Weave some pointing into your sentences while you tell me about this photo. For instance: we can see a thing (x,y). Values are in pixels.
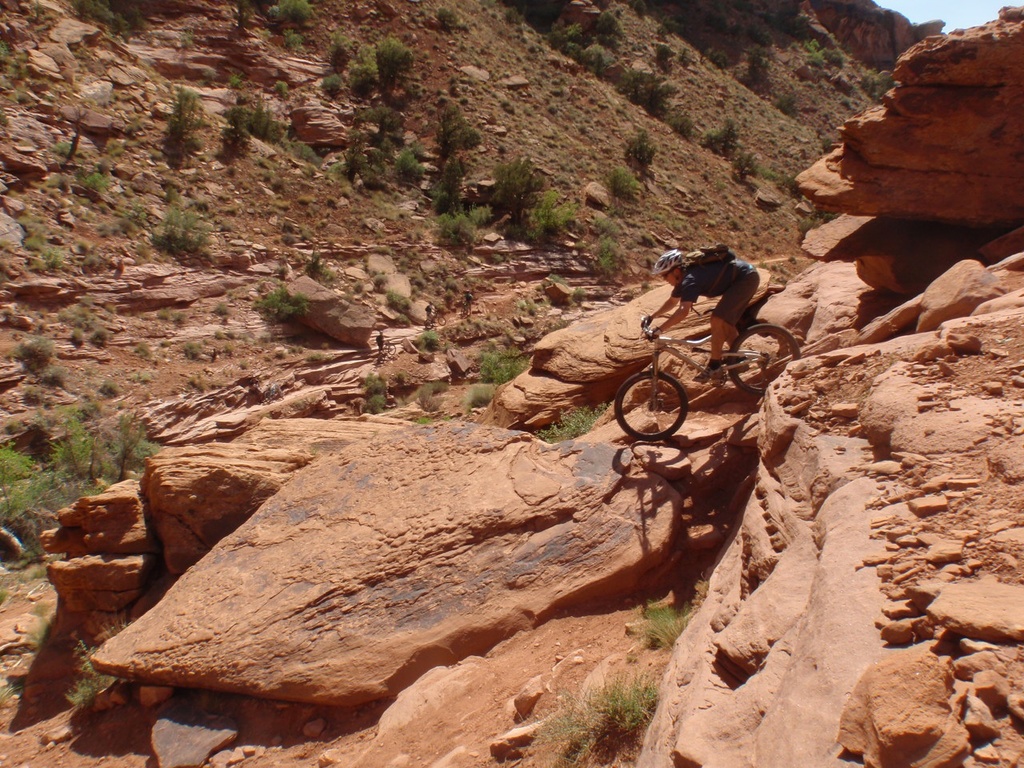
In the picture we can see a hill (390,539) with rocks (329,441) and on it we can see a person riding a bicycle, he is wearing a helmet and a bag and in front of him we can see a hill slope (781,84) with some plants (785,100) and rocks (528,431) and on the top of it we can see a part of the sky (952,23).
